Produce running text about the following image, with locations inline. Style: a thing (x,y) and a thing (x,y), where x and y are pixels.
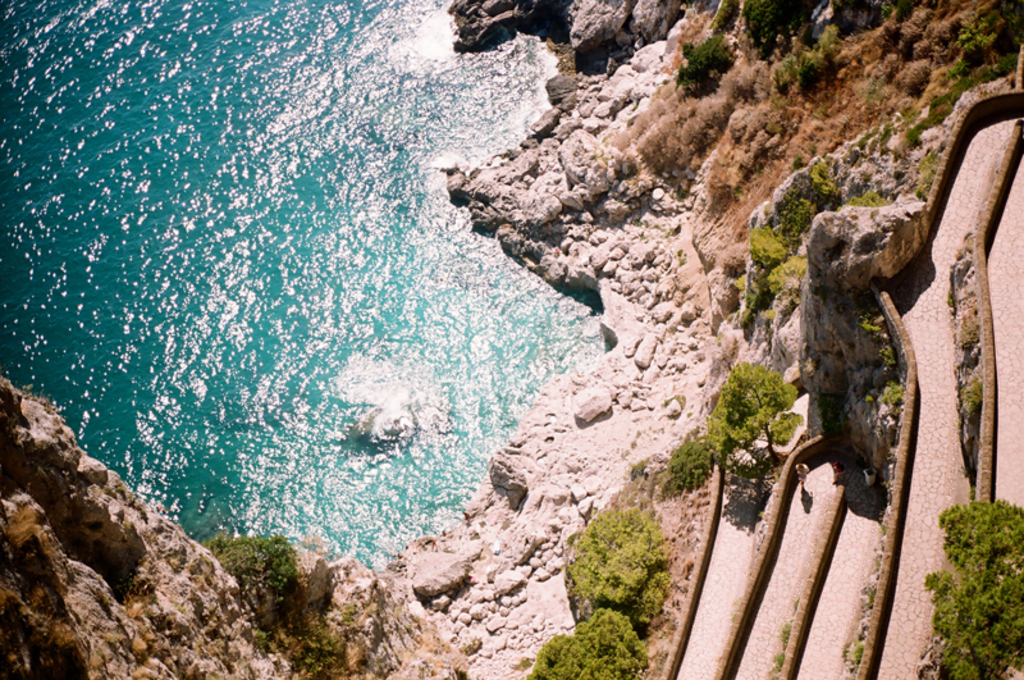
In this picture we can see sea (388,268) and surrounded by water (486,123) on right side (725,54) there are trees (716,46) and stones (665,314) and here the two persons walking on the road (797,536).
